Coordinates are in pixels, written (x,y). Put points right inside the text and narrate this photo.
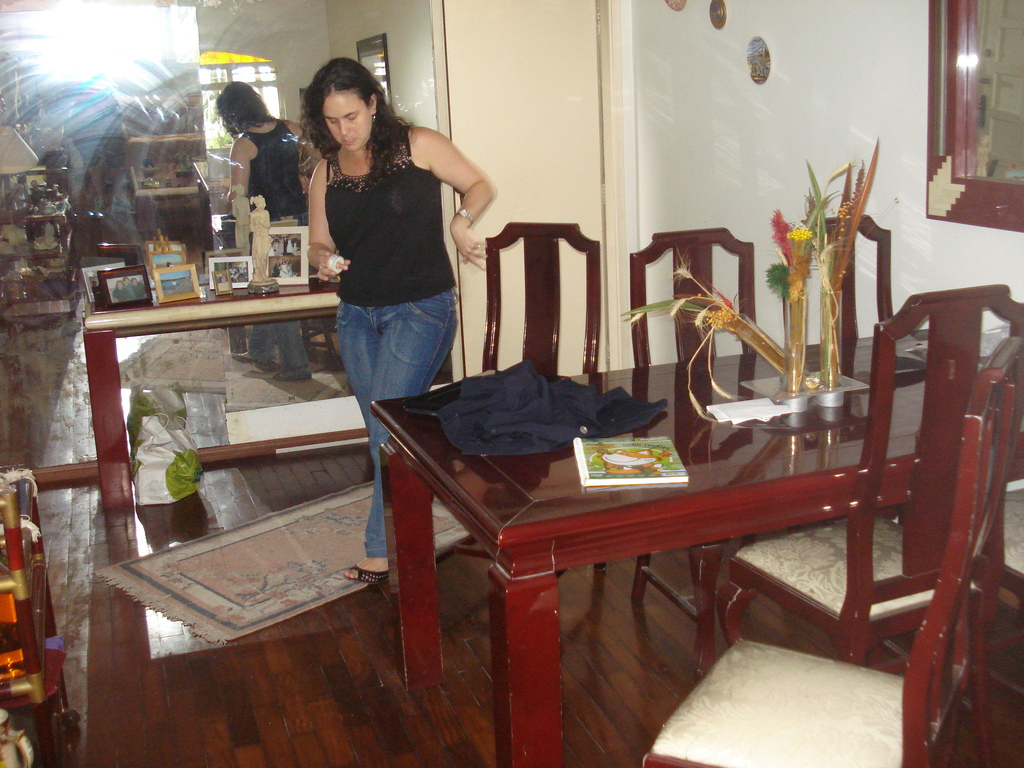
In the picture there is a room (466,148) in which a woman (412,314) is walking there is a table (628,546) and chairs (981,313) near the women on the table (705,443) there is a jacket (538,444) books (656,447) and a house plant (844,191) there is a mirror (289,158) behind women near to the mirror (207,226) there is a table (218,301) on the table (211,299) there are many photo frames (220,288) there is a mat (277,538) on the floor (87,609).
